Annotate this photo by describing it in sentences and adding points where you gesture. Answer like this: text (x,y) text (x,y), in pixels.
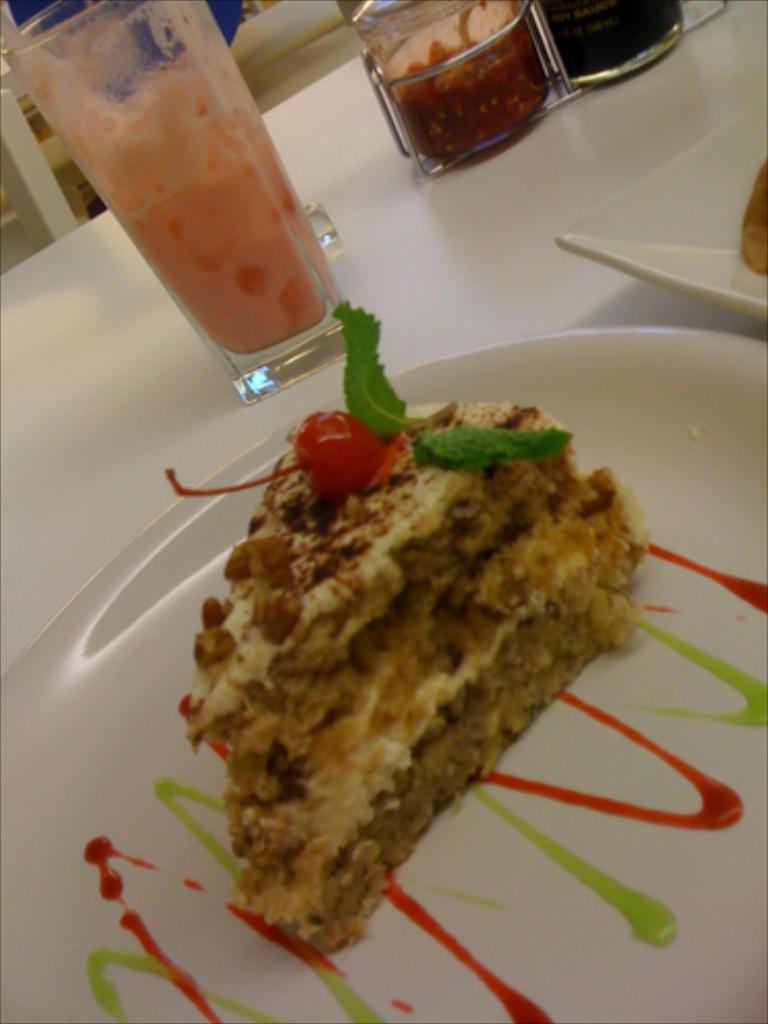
In this image there is a pastry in a plate (757,646). Beside the plate (48,758) there is another plate (705,276) with food item (751,245) on it. There are glasses (260,223) on the table (186,378).
